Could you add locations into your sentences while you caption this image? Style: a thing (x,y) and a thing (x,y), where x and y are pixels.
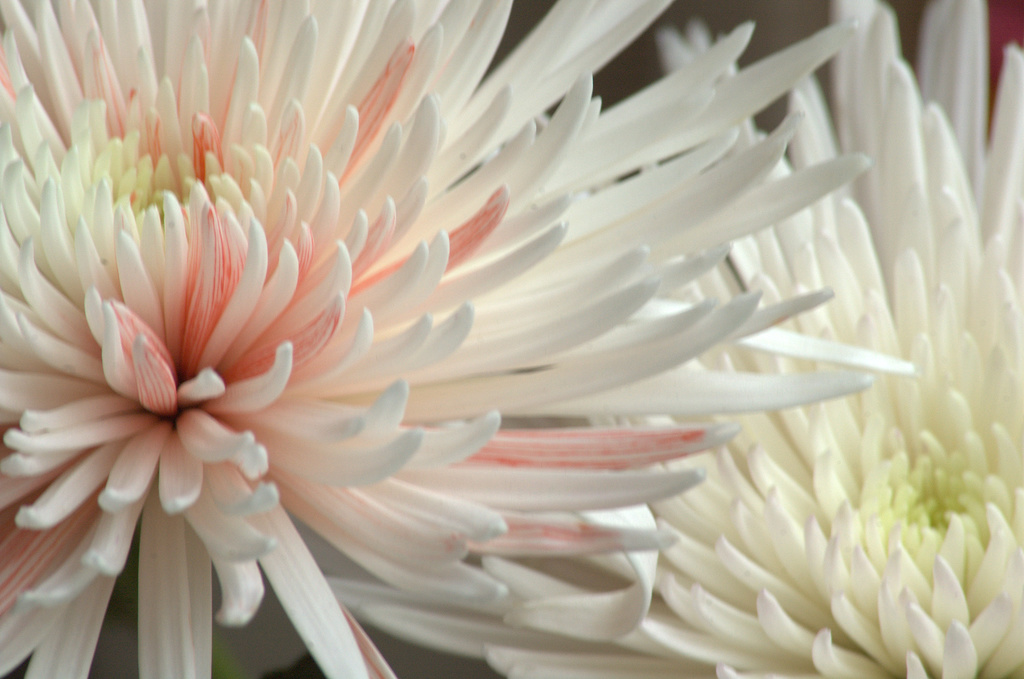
In this image, I can see two flowers (887,365), which are white in color. These are the petals (562,365).
